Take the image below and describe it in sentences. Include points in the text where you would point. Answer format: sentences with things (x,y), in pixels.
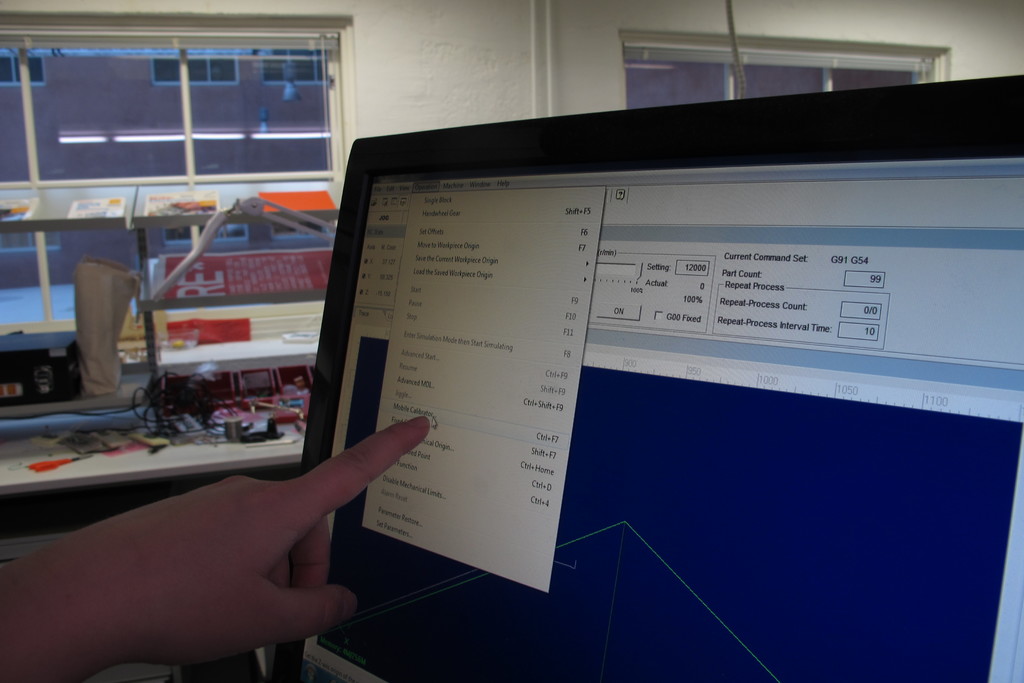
In this picture there is a desktop (626,356) in the right corner (739,356) and there is a hand (147,565) of a person (231,516) pointing his index finger (384,455) towards the desktop (512,372) and there are some other objects (205,415) in the background (109,299).
